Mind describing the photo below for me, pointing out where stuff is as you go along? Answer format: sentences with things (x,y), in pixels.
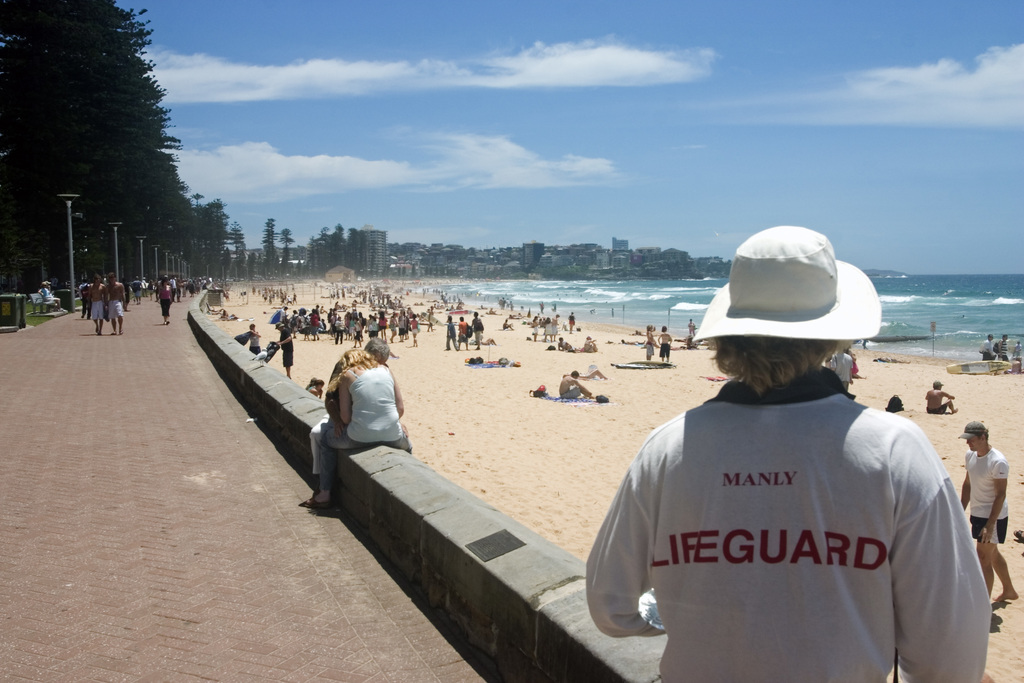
In this image on the right side (731,445) there is one person (787,356) who is wearing a hat (771,264), and in the background (169,303) there are some people (363,326) sitting and some of them are walking and some of them are standing. At the bottom of the image (80,583) there is pavement (180,320) and wall (285,394), on the wall (285,394) there are two people (355,372) sitting. And in the background (61,211) there are some buildings (374,258), trees (77,271), poles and on the right side of the image (881,299) there is a beach (956,299). At the top (468,152) there is sky (571,113).
